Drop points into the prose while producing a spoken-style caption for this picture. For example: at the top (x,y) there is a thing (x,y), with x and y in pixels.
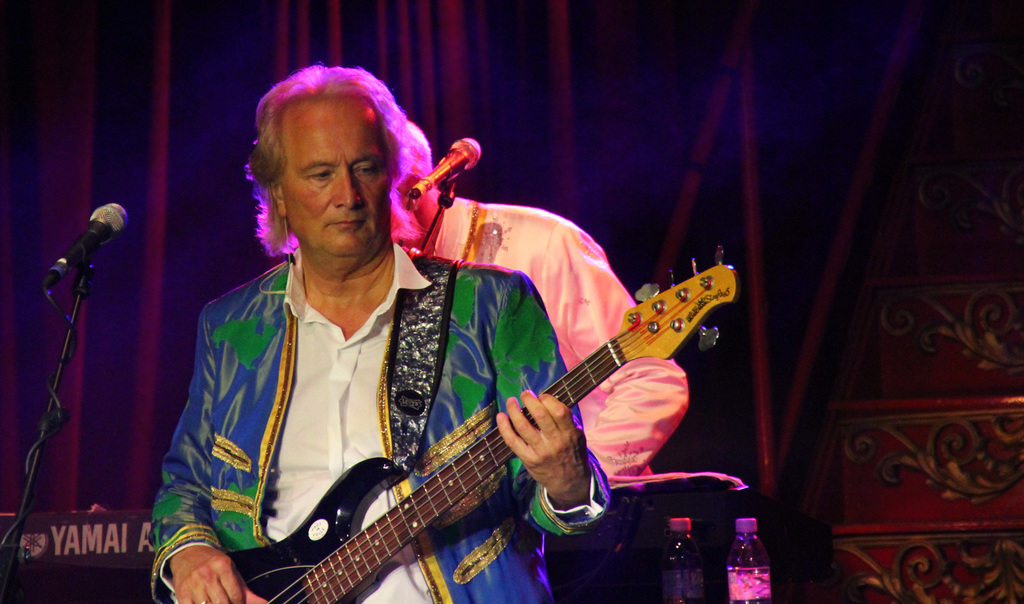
There are two persons (503,261) in this image. Person (515,292) at the front side (408,400) is holding a guitar (340,553). At the left side (3,543) there is a mike stand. In between the persons (441,229) there is a mike (461,161). At the bottom (675,596) there are two bottles (675,596). Background (359,37) there is a curtain (163,345).
